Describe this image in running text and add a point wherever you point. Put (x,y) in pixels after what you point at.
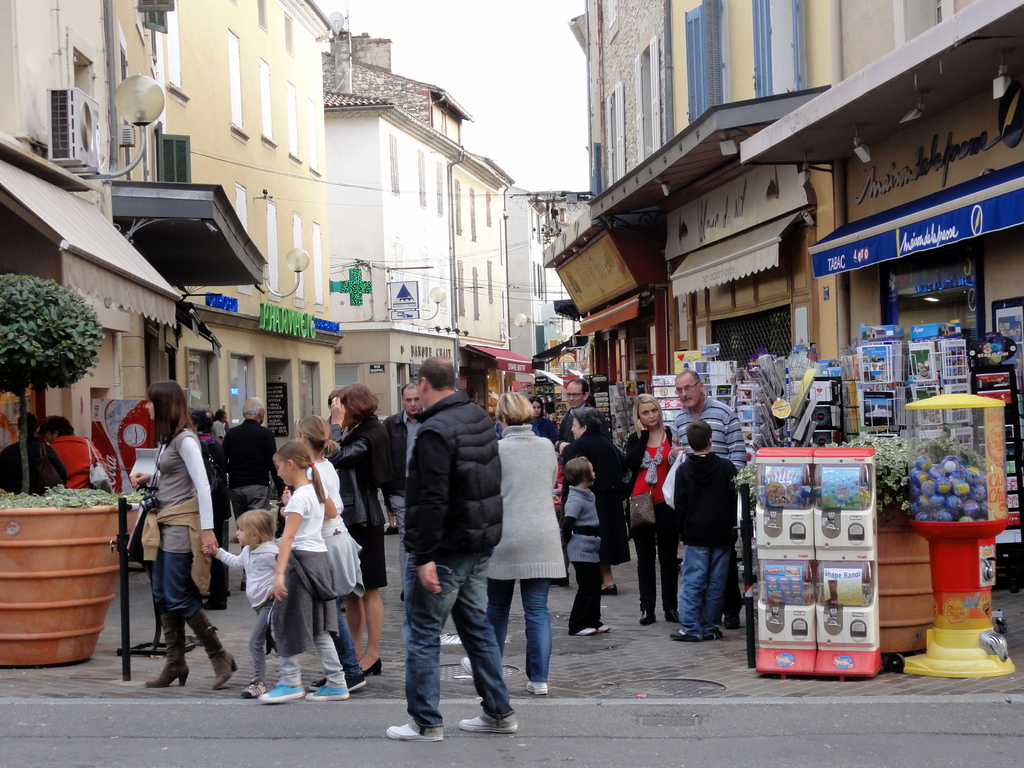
There are persons (715,418) in different color dresses (605,452) walking on the road (521,716). On both sides of this road (714,721), there are buildings (771,294), pot plants (898,474) and hoardings (933,233). On the right side (898,401), there are some objects (874,391) on the footpath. In the background (494,73), there is sky (477,40).
